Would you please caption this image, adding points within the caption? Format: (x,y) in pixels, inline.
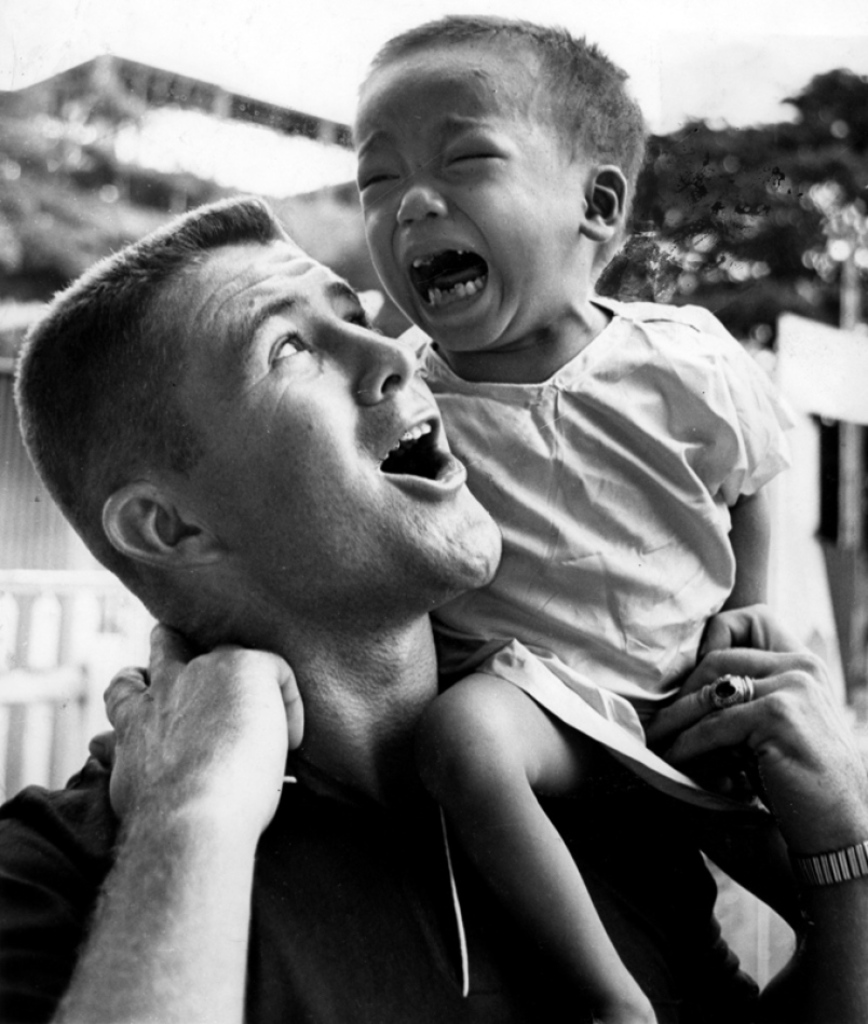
In this image I can see two persons (587,812). In the background (797,117) I can see few trees (797,117) and buildings (309,149) and the image is in black and white.
